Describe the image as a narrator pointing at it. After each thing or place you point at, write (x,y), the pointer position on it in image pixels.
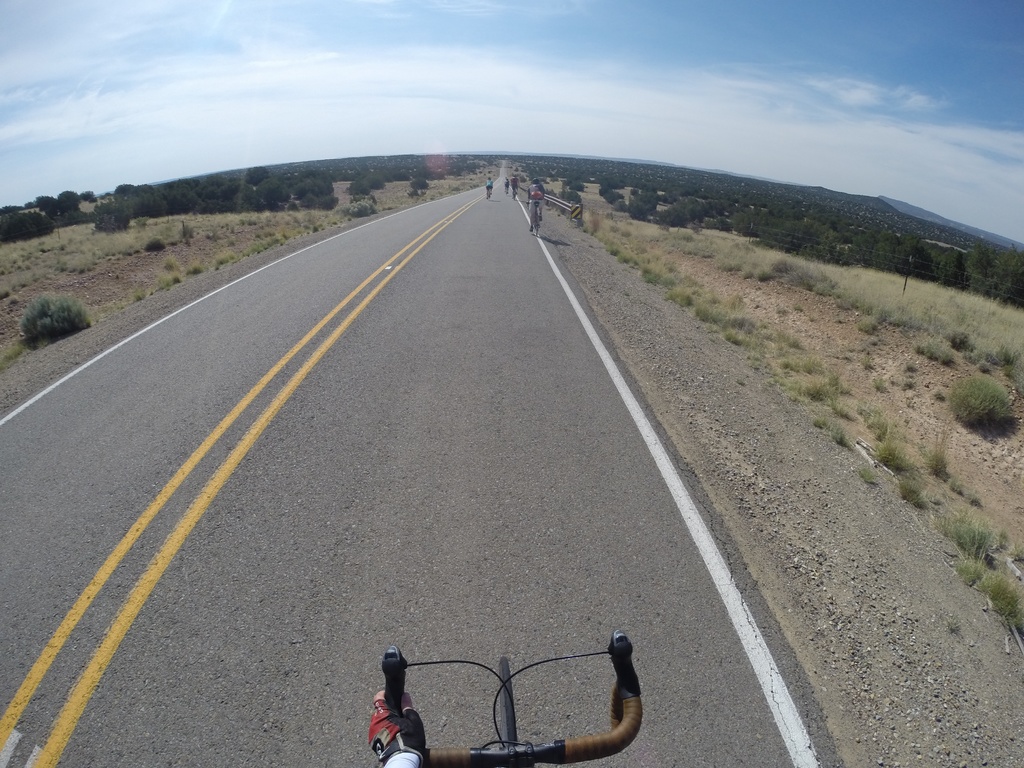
In the foreground (227,553) we can see road (410,388), stones (751,516), soil (776,601), person's hand (406,723) and a bicycle's handle (503,766) and tyre (505,661). In the middle of the picture (665,264) we can see shrubs (58,254), bicycles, people (530,201), trees (1004,253), soil (577,233), road (477,198) and other objects (905,278). At the top (425,66) there is sky (701,156).
